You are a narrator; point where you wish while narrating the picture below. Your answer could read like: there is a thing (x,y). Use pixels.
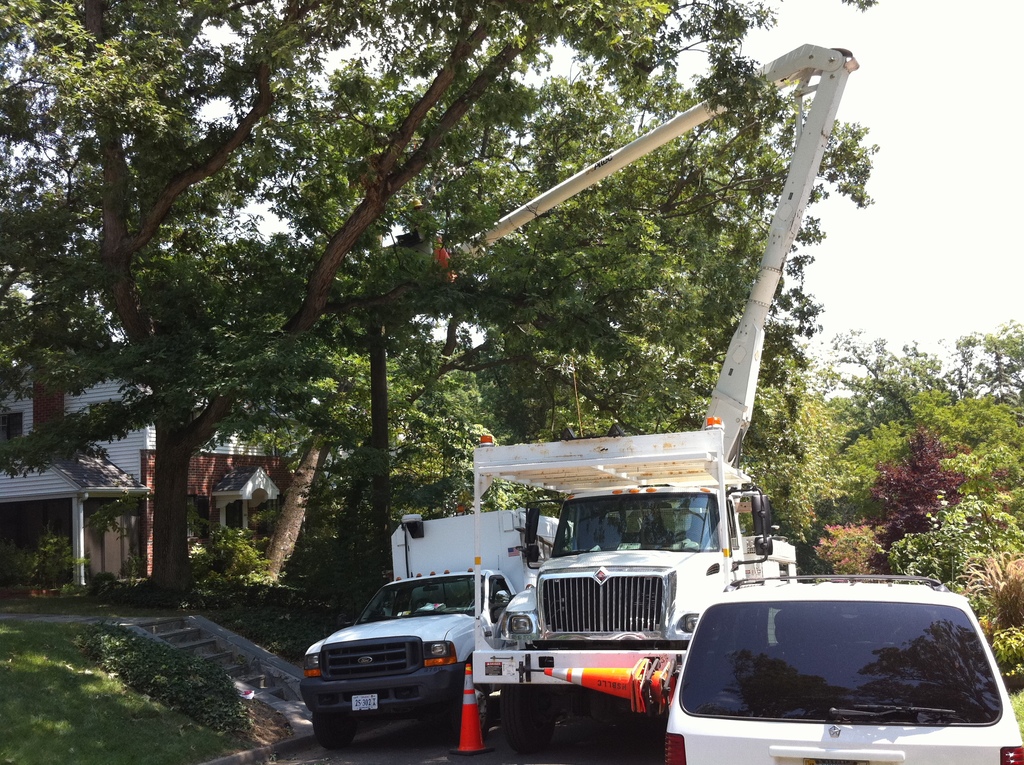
In this image I can see few white colour vehicles (567,640), few orange colored traffic cones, grass (162,727), stairs (164,645), a building (45,387) and number of trees (511,361).
